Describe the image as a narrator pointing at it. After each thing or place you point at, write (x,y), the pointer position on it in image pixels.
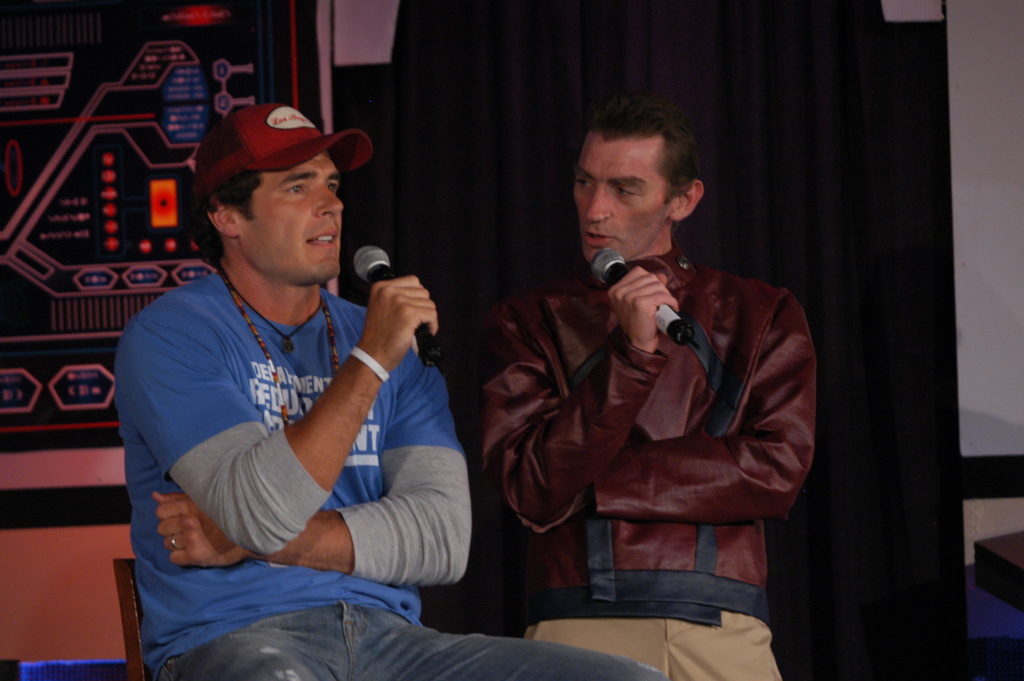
There are two men (386,345) and holding microphones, this man (241,433) sitting on chair (135,659). In the background (84,156) we can see board (117,72), curtain (824,427) and wall (985,181).
